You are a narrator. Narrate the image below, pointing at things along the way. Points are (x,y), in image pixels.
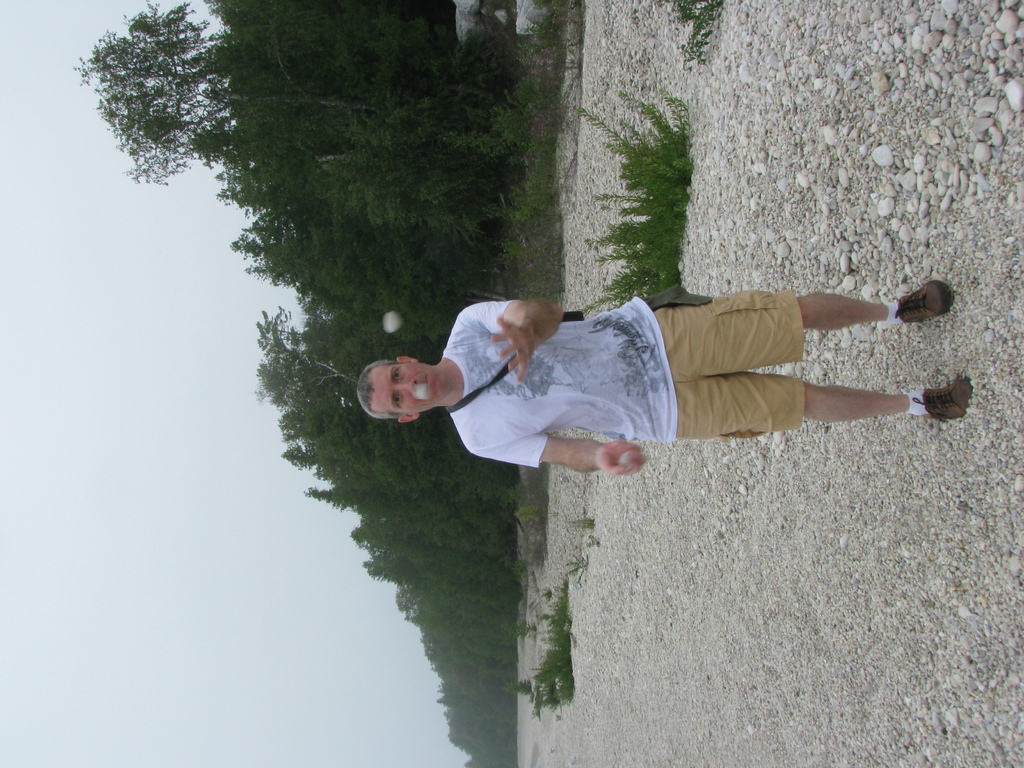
In this image we can see a person (660,430) juggling ball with his hands (639,447). In the background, we can see some plants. On the left side of the image (238,594) we can see the sky (68,641). At the top of the image (439,108) we can see a group of trees (452,110).
